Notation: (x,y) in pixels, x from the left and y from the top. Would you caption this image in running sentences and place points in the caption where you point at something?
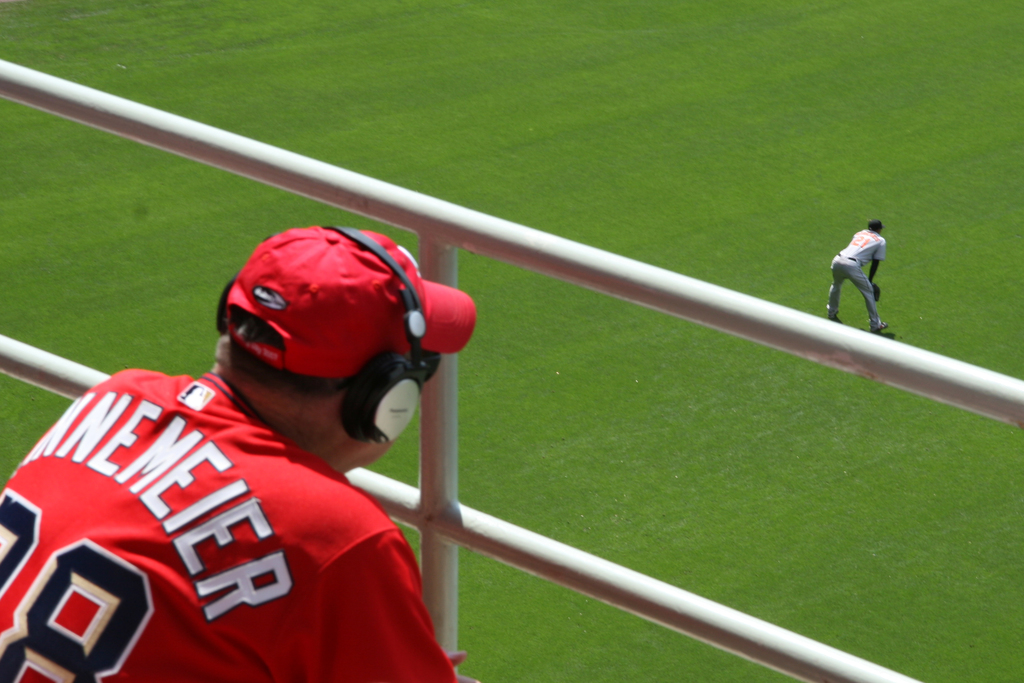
In this image we can see persons (340,521) standing. In addition to this we can see ground (528,122) and iron bars (295,161).
